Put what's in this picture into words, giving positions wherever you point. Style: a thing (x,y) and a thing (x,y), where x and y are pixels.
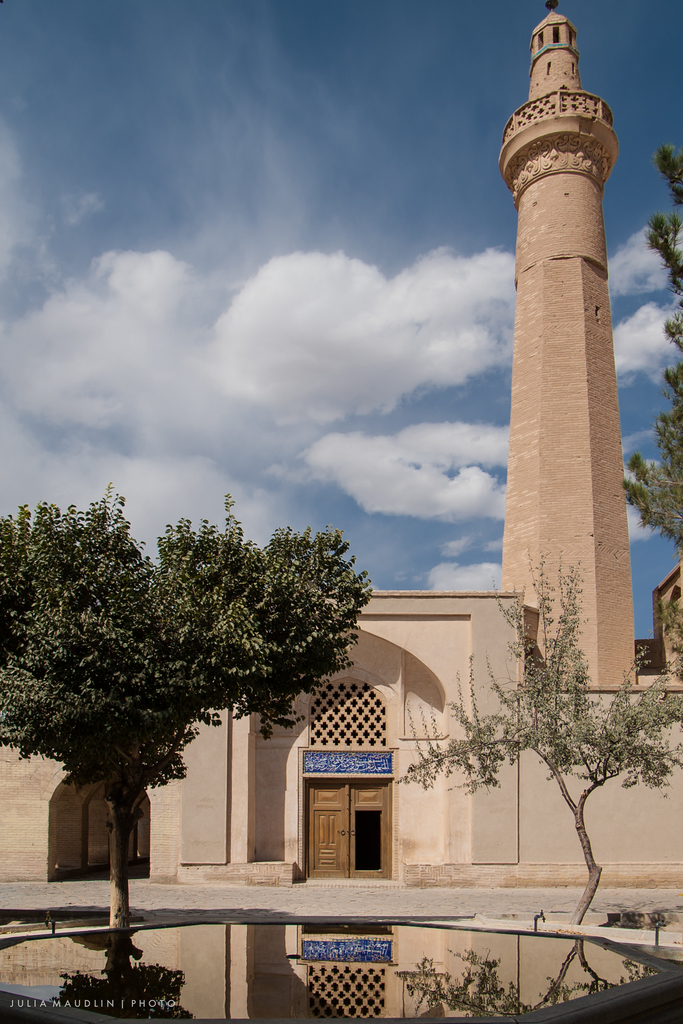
This image is taken outdoors. At the bottom of the image (270,989) there is a pond (363,966) with water (211,954). At the top of the image (246,322) there is a sky (256,334) with clouds (186,372). In the middle of the image (350,673) there is a building (481,826) and there is a tower (576,399) with walls (545,844), railings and there is a door (347,833). There are a few trees (607,771).
